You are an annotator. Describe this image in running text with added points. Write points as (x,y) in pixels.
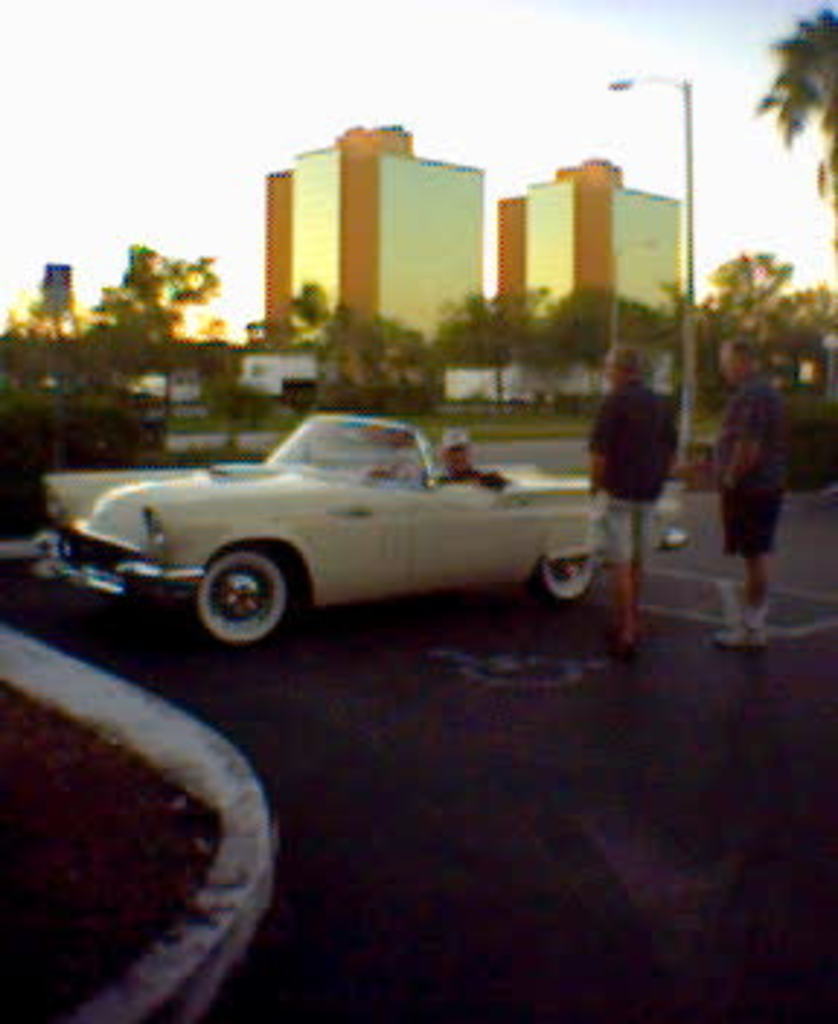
This picture shows a car (102,591) parked and we see two people (638,416) standing and we can see few buildings (498,269) and few trees (601,354) around.
